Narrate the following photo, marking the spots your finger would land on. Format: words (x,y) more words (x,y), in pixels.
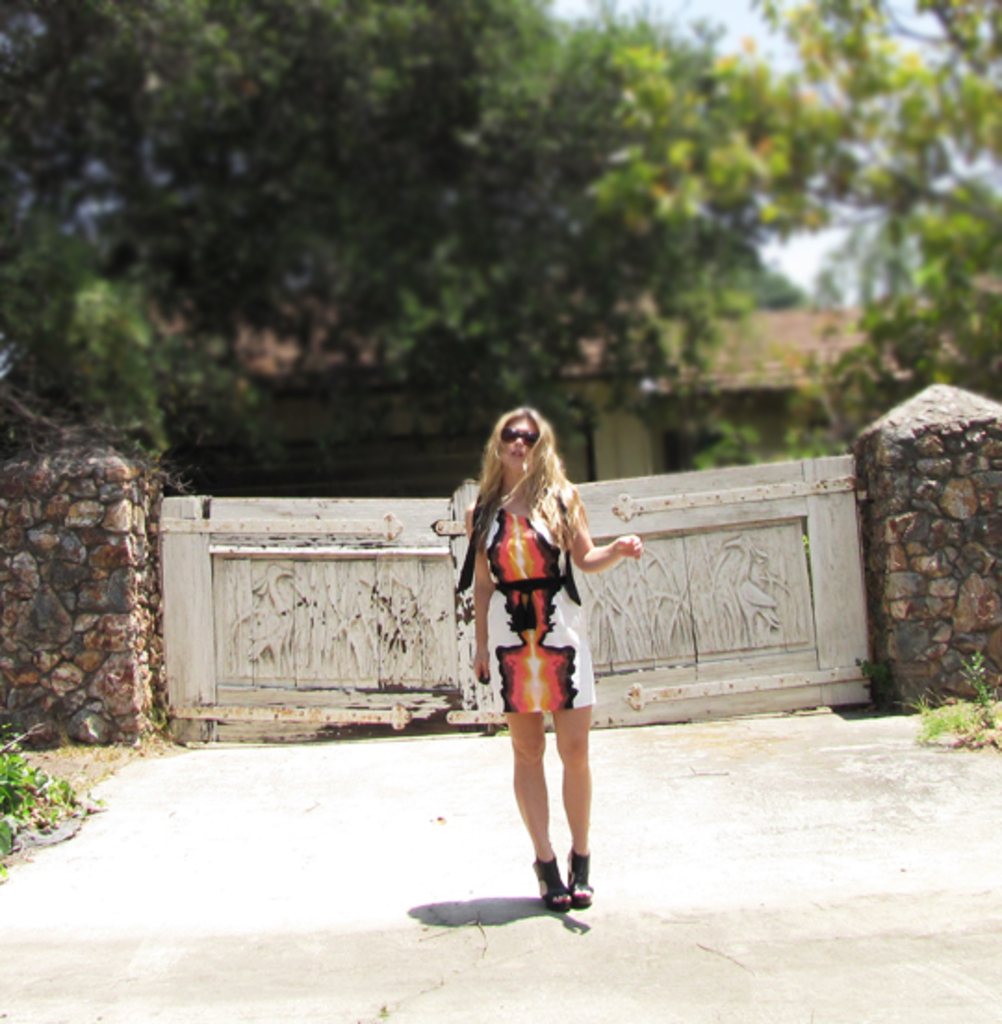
In this image we can see there is a woman (531,574) standing and in the middle (409,521) there is a gate (783,517) and the background (700,366) is trees (707,348).
